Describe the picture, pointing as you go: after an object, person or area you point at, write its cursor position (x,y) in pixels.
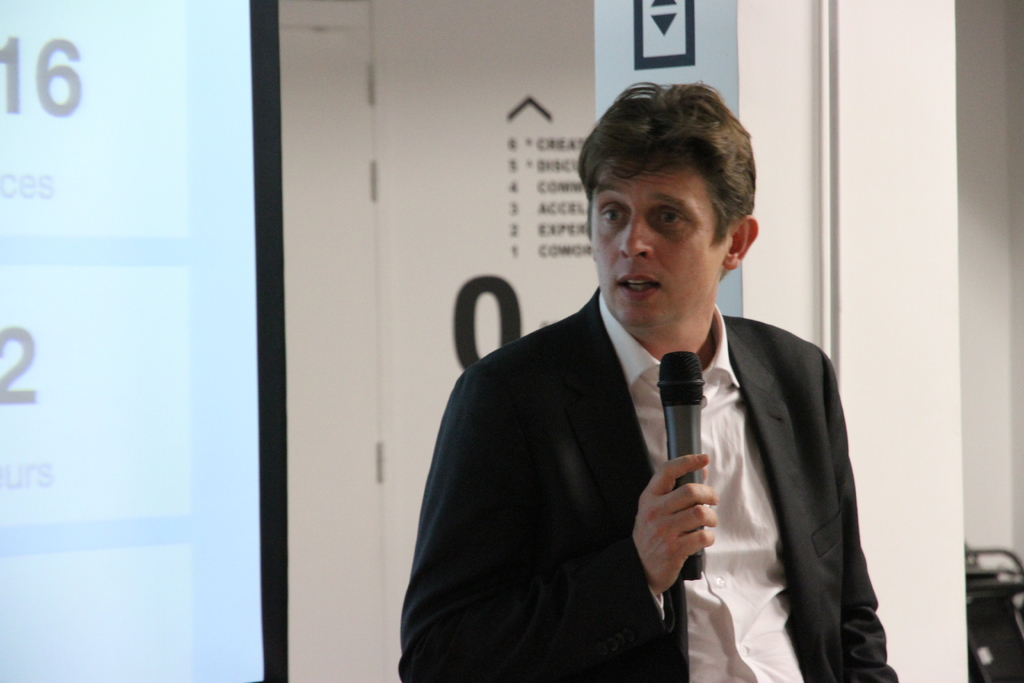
In this picture a guy (584,453) who is wearing a black coat (591,555) holding a mic (684,443) in one of his hand (679,551), in the background (169,415) there is a screen (279,244) and a wall (323,105).
